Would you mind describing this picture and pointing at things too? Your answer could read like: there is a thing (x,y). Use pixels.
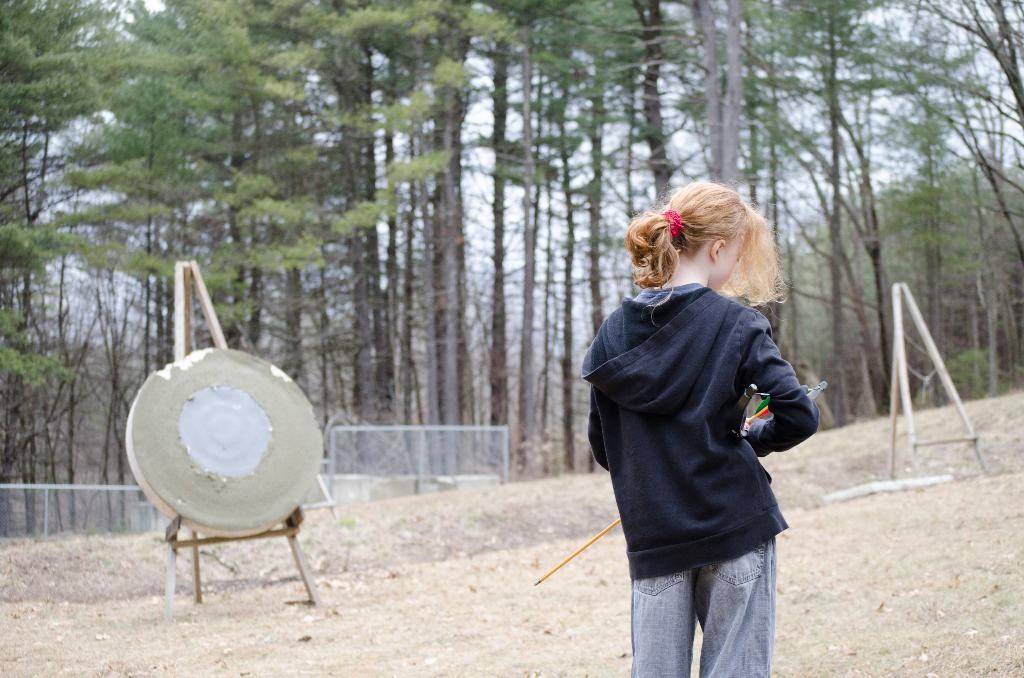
In the image there is a girl (703,339) in black hoodie (702,489) holding arrows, in the front (228,412) there is a target board (243,425), in the back (362,294) there are trees (188,260) behind the fence (383,456).
